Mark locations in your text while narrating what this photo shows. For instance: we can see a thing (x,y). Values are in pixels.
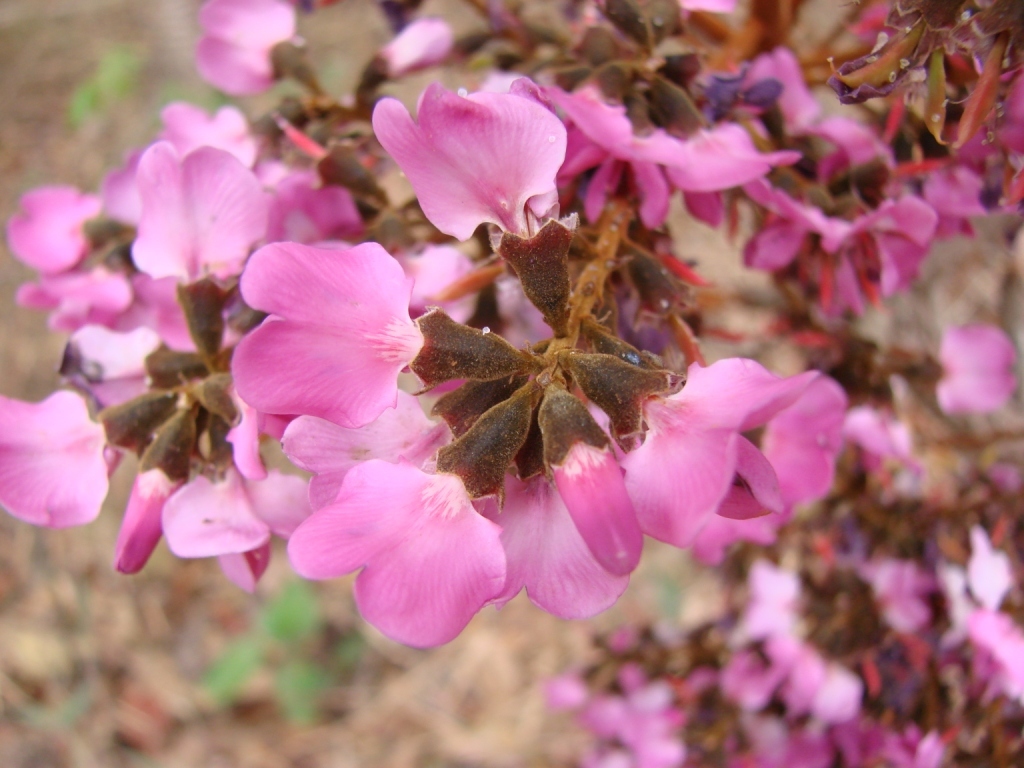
In this image we can see flowers (457,448). The background of the image (397,737) is blur.
